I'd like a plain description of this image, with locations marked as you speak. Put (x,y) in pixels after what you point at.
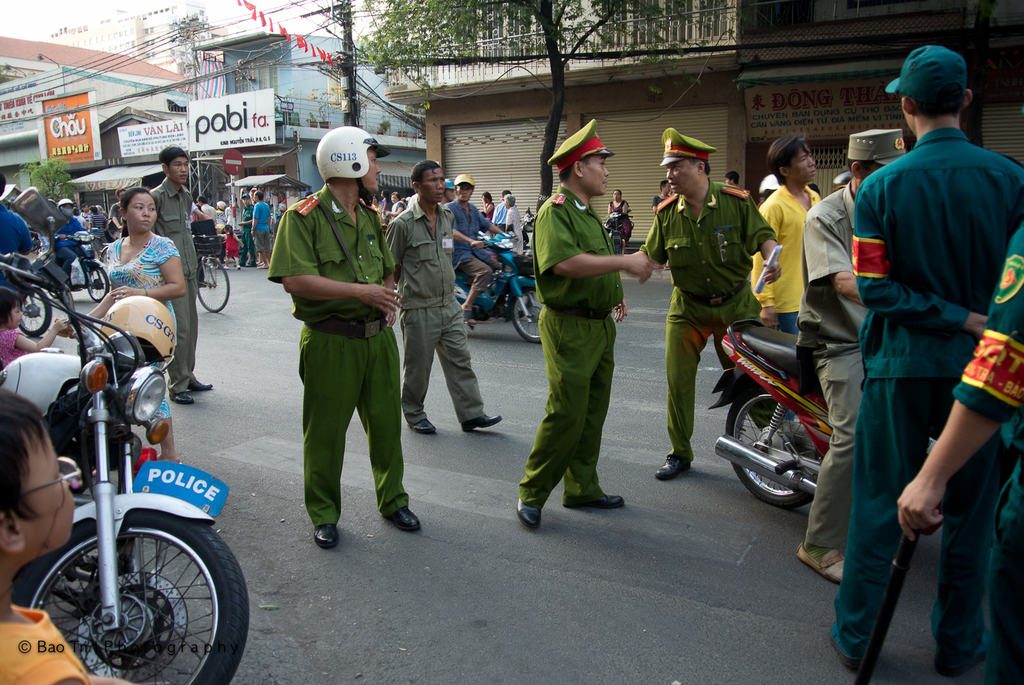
The picture consist of there are so many people (375,442) are there standing on the road (618,459) and some people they are riding the bikes (790,397) and some standing on the road (520,622) and behind the people (307,333) there are so many houses (693,101) and shops (798,104) are there in the background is very cloudy.
